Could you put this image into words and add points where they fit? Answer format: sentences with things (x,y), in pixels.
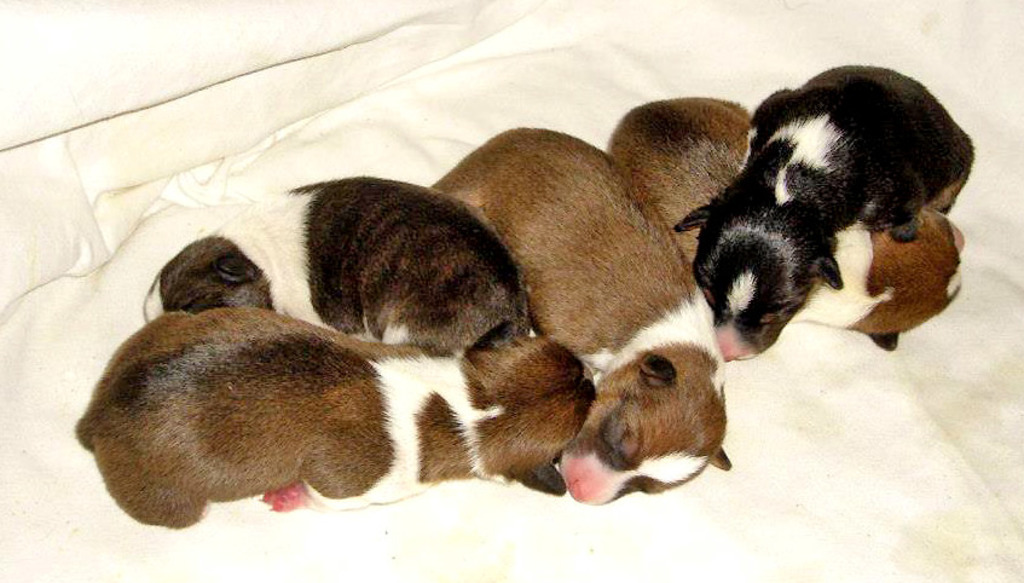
We can see dogs (722,311) on white cloth (28,289).
